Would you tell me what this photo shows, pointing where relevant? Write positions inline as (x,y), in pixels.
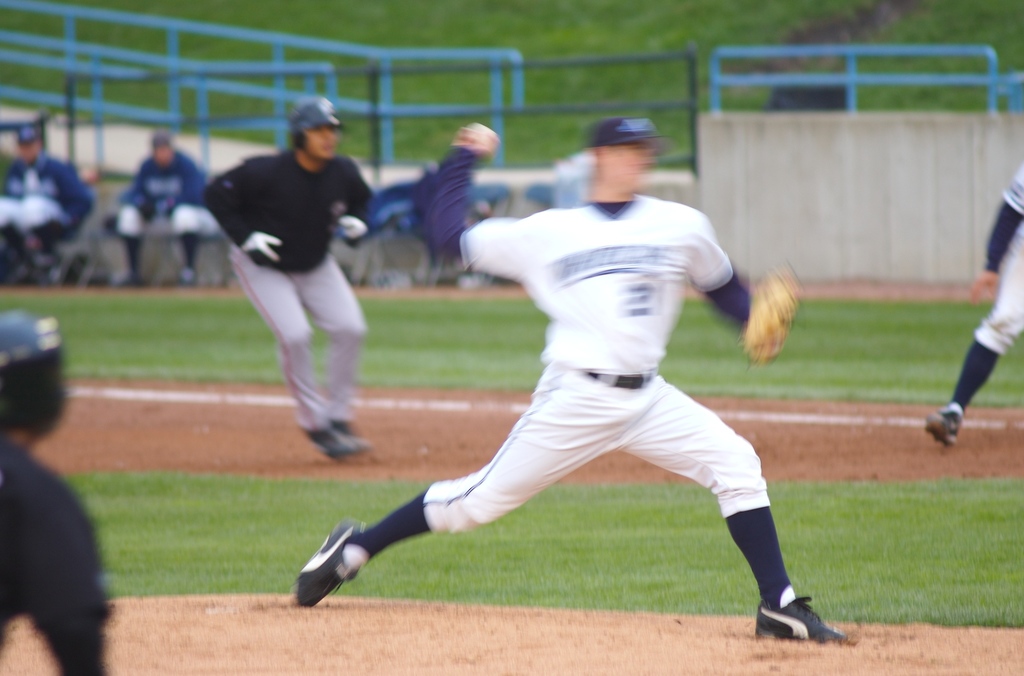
In this image we can see some persons (33,205), grass (411,94), iron objects (96,98), wall (726,218) and other objects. At the bottom of the image (643,622) there is the rocky land (763,657).
